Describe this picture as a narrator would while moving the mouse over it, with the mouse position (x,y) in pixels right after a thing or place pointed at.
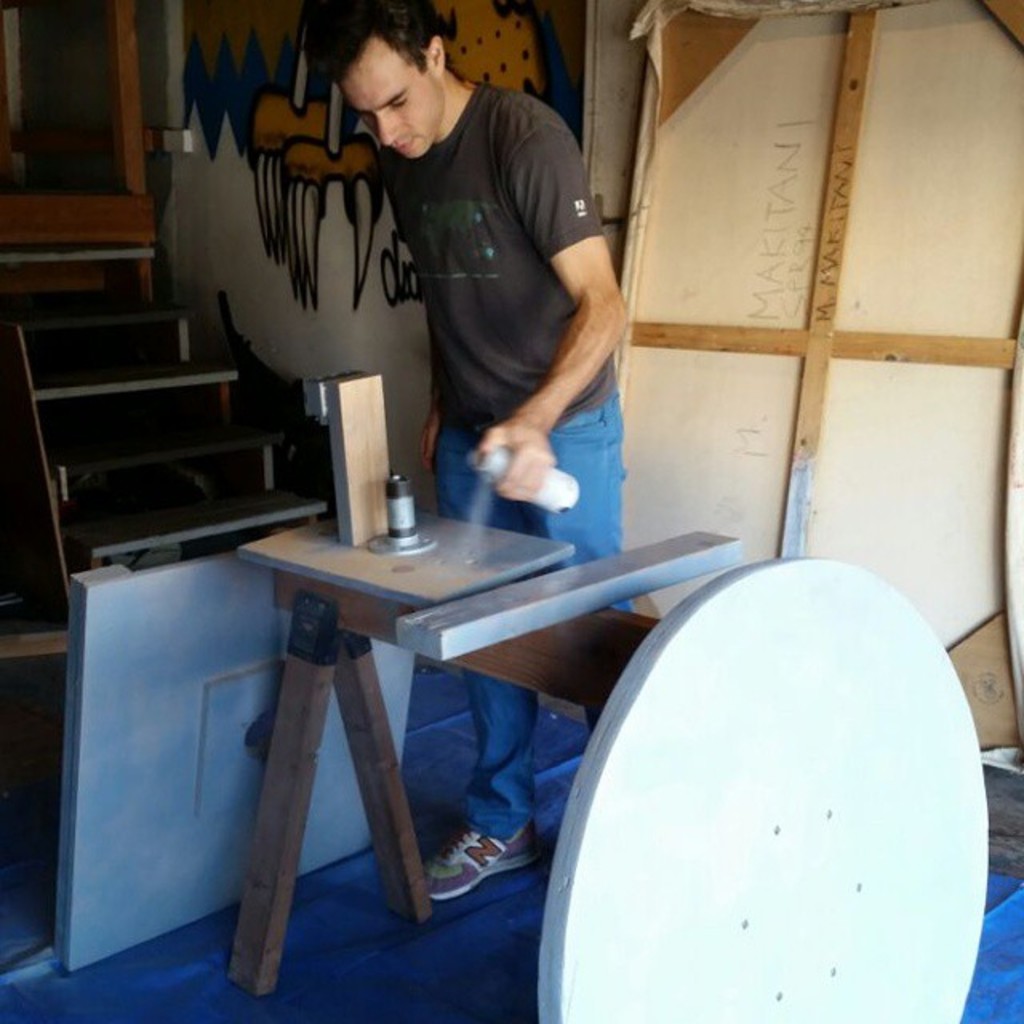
In this picture a man (587,517) spraying paint (487,511) to the metal (396,501).
